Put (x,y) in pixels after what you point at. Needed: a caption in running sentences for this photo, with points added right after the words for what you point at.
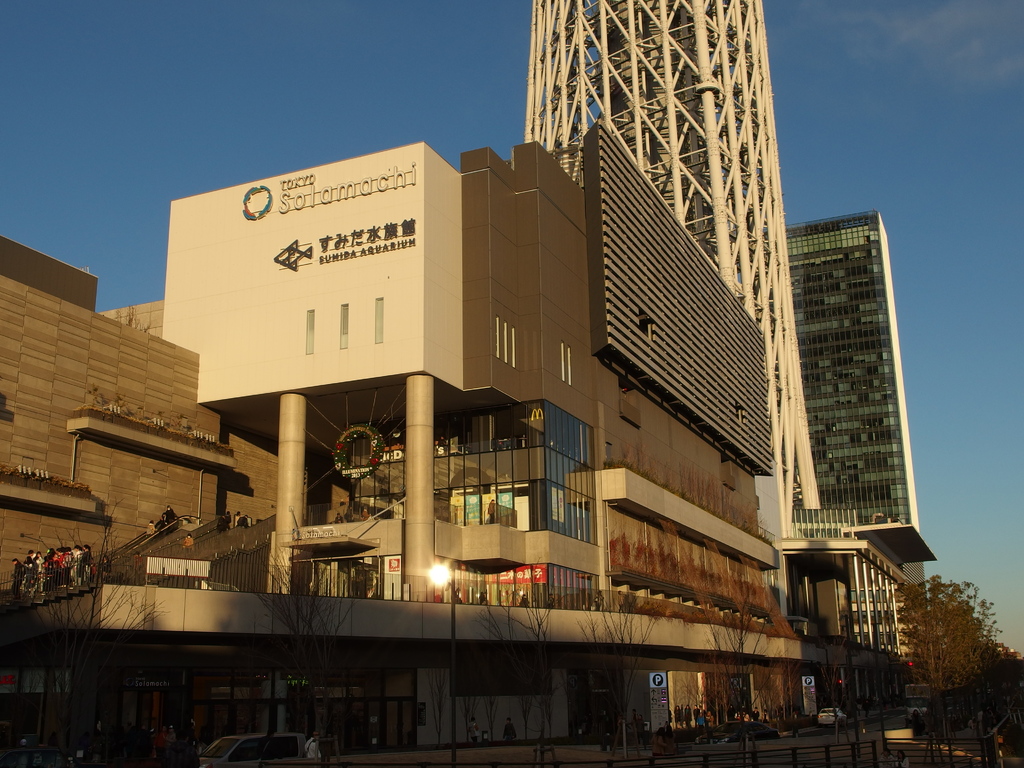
In this picture we can see buildings (889,509), trees (951,632), fence (873,751), vehicles (764,739) and a group of people (89,557) on the ground (401,751) and steps (86,584) and in the background (219,69) we can see the sky (815,143).
